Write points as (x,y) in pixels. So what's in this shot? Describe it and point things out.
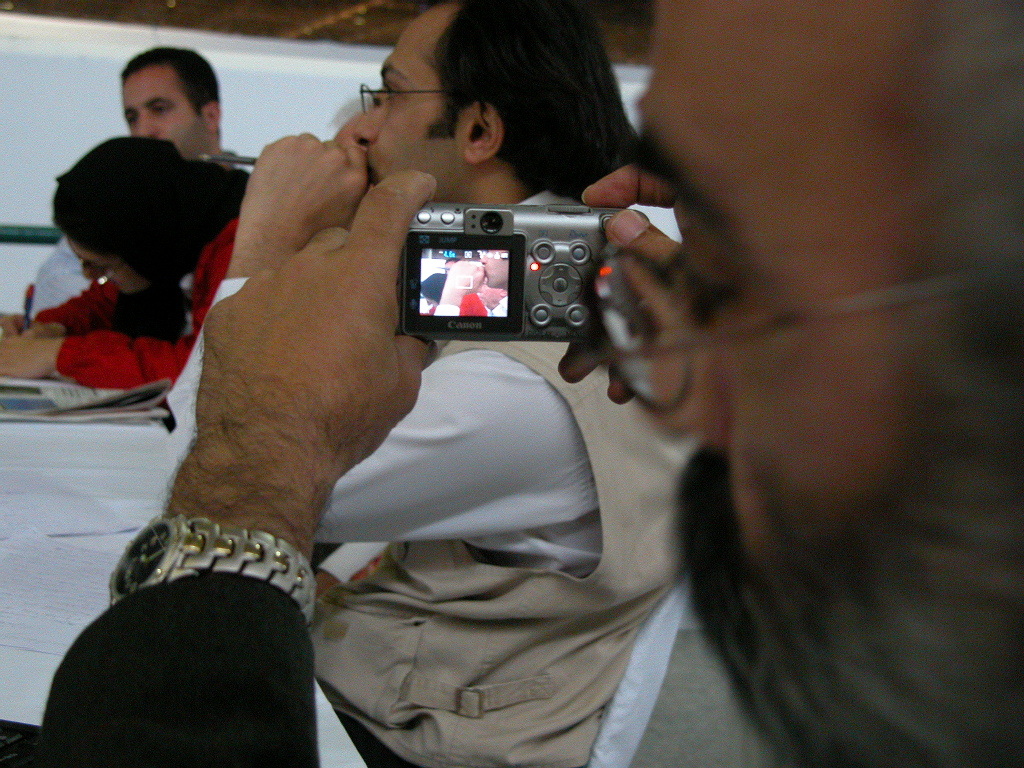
In this image I can see number of people (639,440) are sitting where a man (695,265) is holding a camera (418,230) in his hand (386,397). I can also see a watch (191,537) in his hand (266,491).
